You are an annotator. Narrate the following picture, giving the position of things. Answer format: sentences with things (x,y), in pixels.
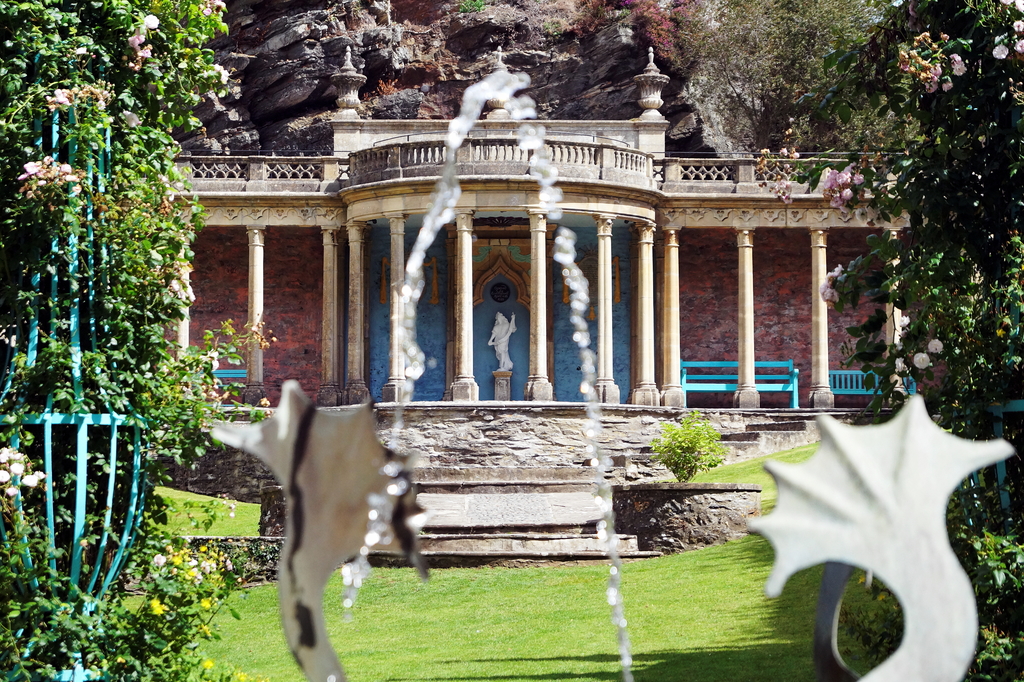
In this image we can see some plants (167,640), trees (805,83), flowers (648,17), metal objects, there is a temple (469,358), sculpture (497,354), benches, rocks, also we can see water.
